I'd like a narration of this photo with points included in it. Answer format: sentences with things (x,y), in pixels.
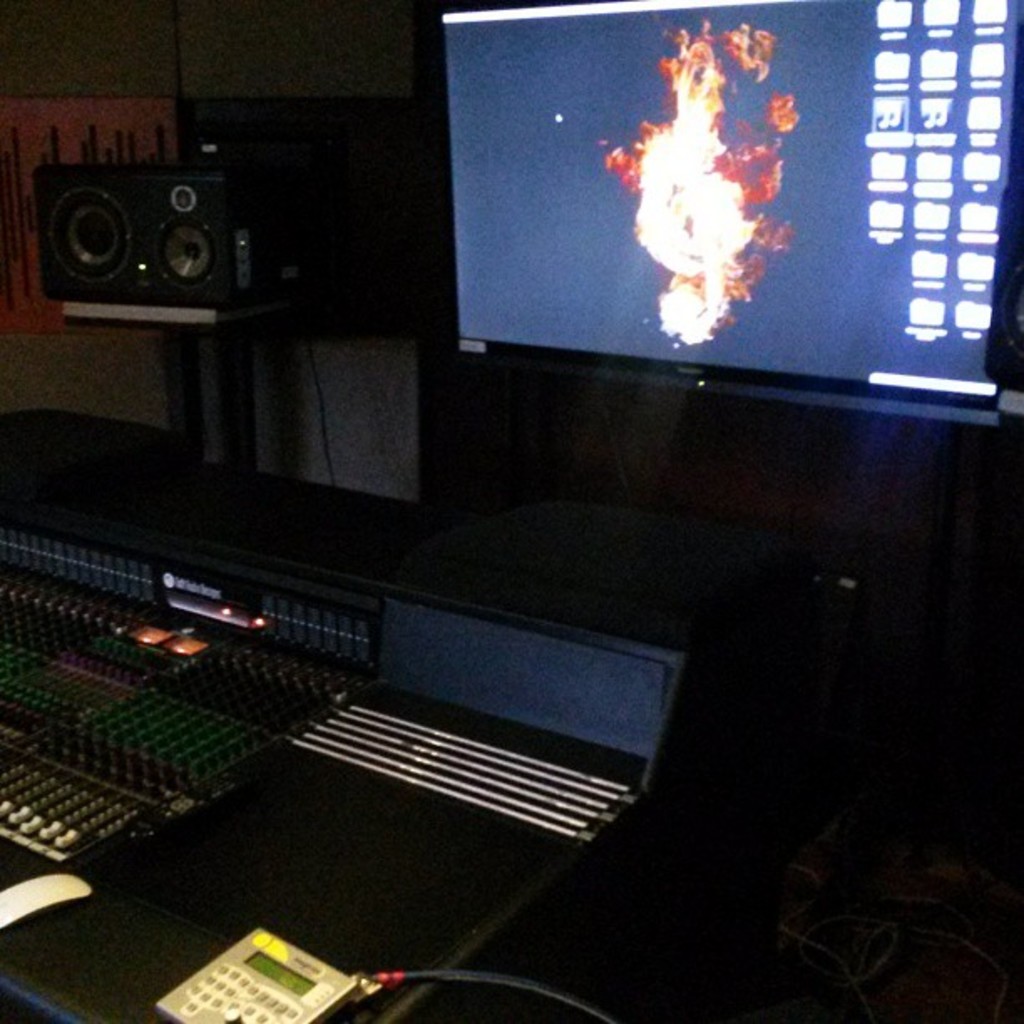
In this image in the center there is one television (587,260) beside the television (506,216) there is one speaker (224,289), at the bottom (170,884) there are some sound systems (252,776) and speakers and some wires (900,927). In the background (259,334) there is a wall (165,109).
